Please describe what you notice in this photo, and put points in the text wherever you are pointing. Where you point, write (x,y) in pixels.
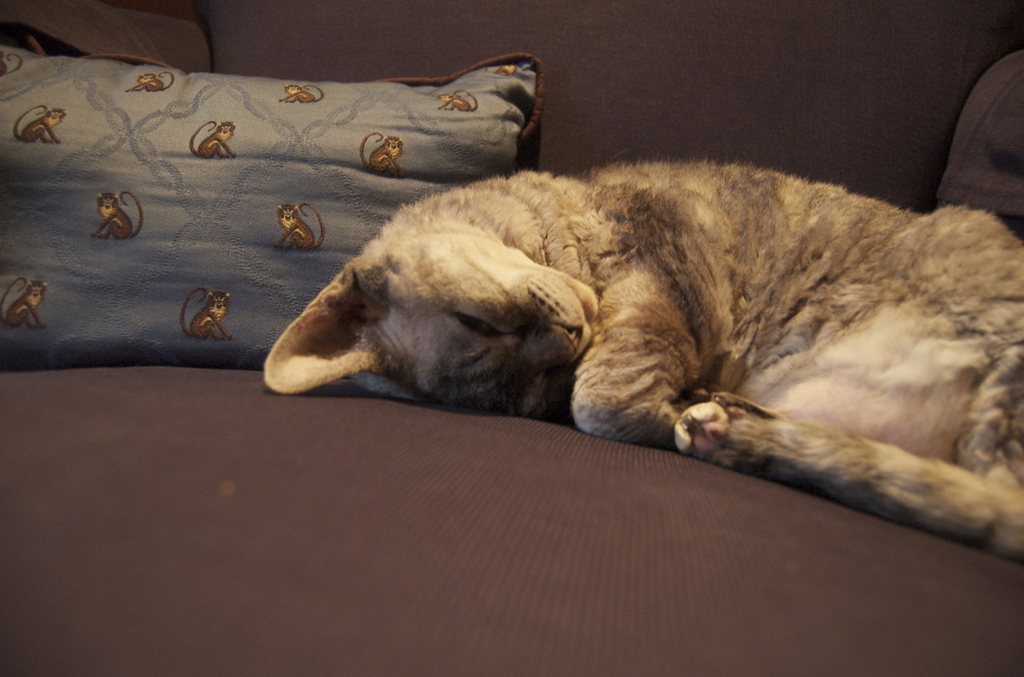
In this picture, it looks like a couch (362,515). On the couch (442,443) there is a pillow (313,157) and a cat (659,362) is lying.
